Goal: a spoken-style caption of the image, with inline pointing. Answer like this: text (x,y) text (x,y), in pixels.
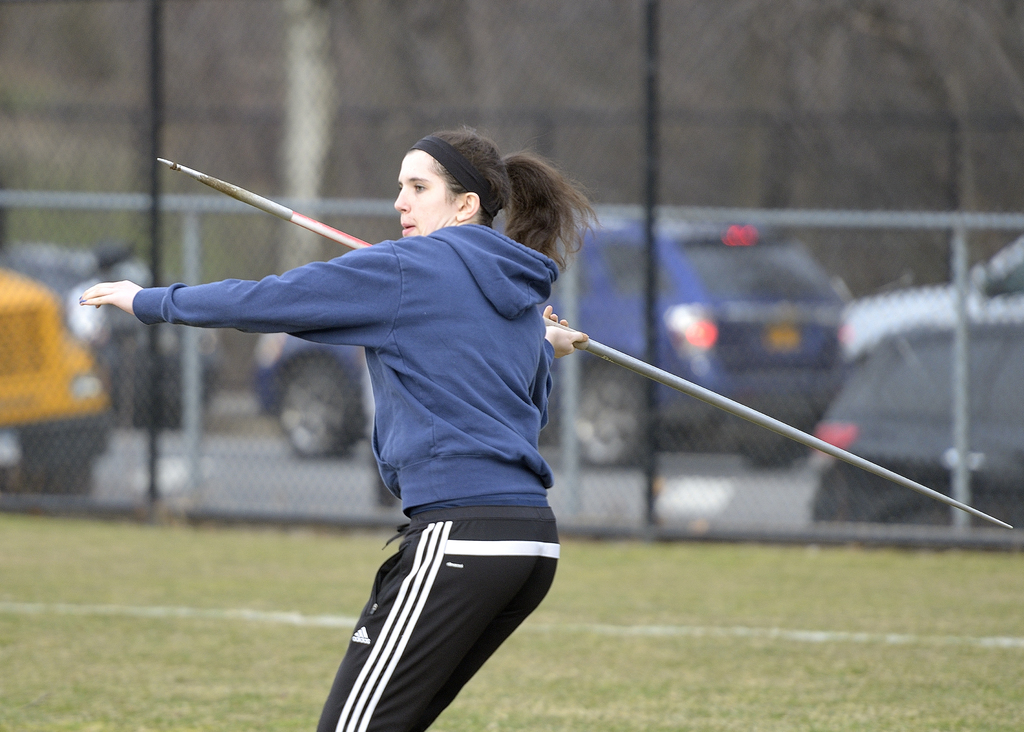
In this image I can see a woman (516,436) is standing and holding a metal object (608,346) in her hand (551,340). In the background (715,605) I can see the ground (727,594), the metal fencing (380,498), the road (334,475), few vehicles (886,378) on the road (379,485) and few trees (439,70).
